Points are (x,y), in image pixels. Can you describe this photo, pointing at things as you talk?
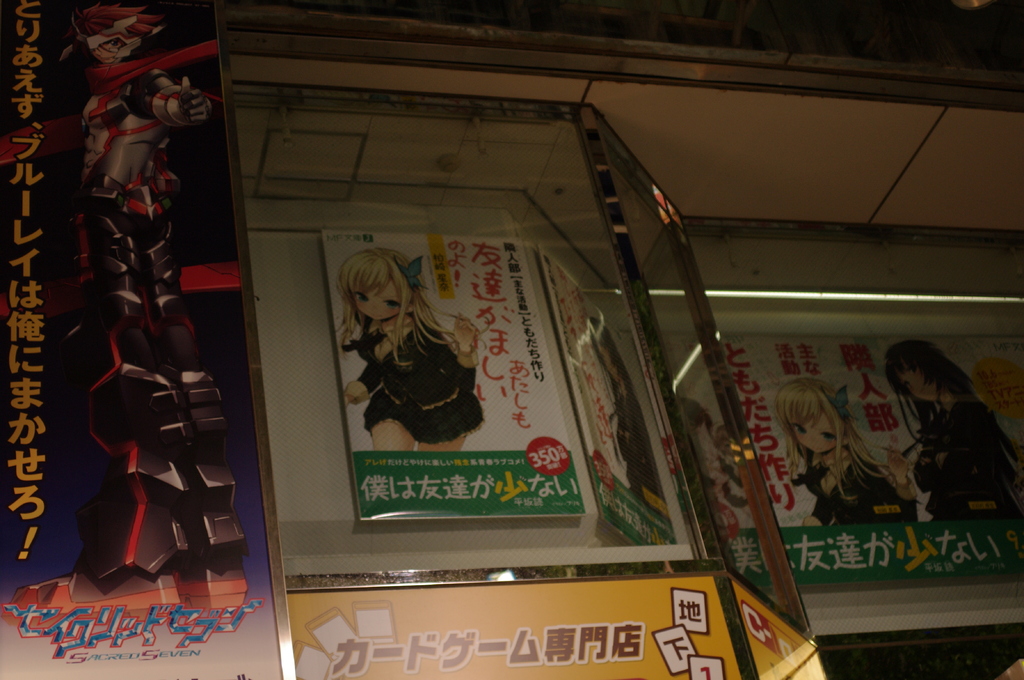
In the image we can see a poster (385,319) and a glass window (692,455). This is a light (858,298), in the poster (464,367) we can see an animated image (402,379) of a girl (429,409) wearing clothes (413,388). This is a text (446,488).
